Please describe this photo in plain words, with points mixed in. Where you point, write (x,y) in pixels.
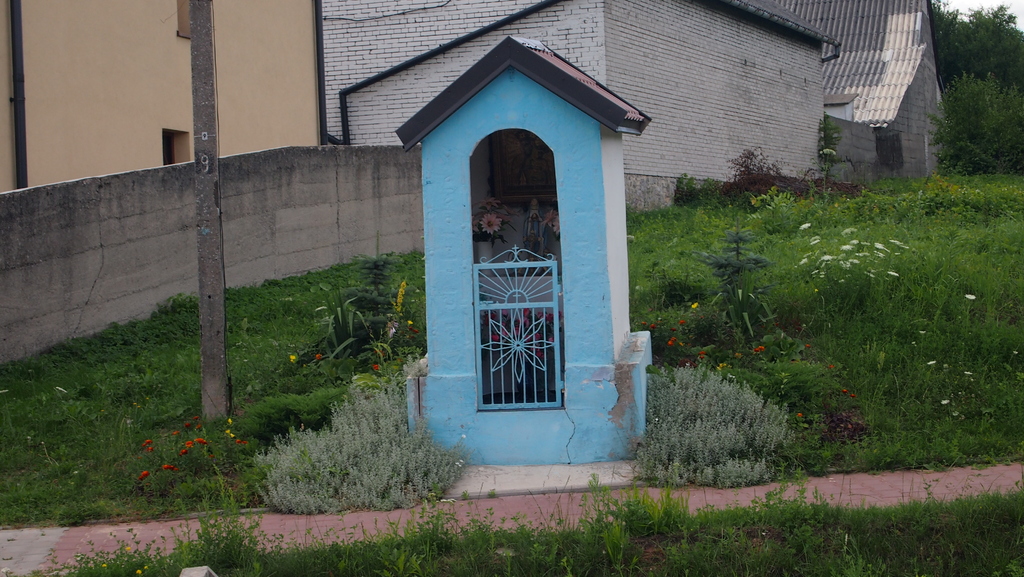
At the bottom of the image (297,443) there is grass (950,415) and there are some plants (306,361) and flowers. Behind them there is a pole (219,201) and wall (335,196). Behind the wall (338,197) there are some buildings (787,126) and trees (958,51).
